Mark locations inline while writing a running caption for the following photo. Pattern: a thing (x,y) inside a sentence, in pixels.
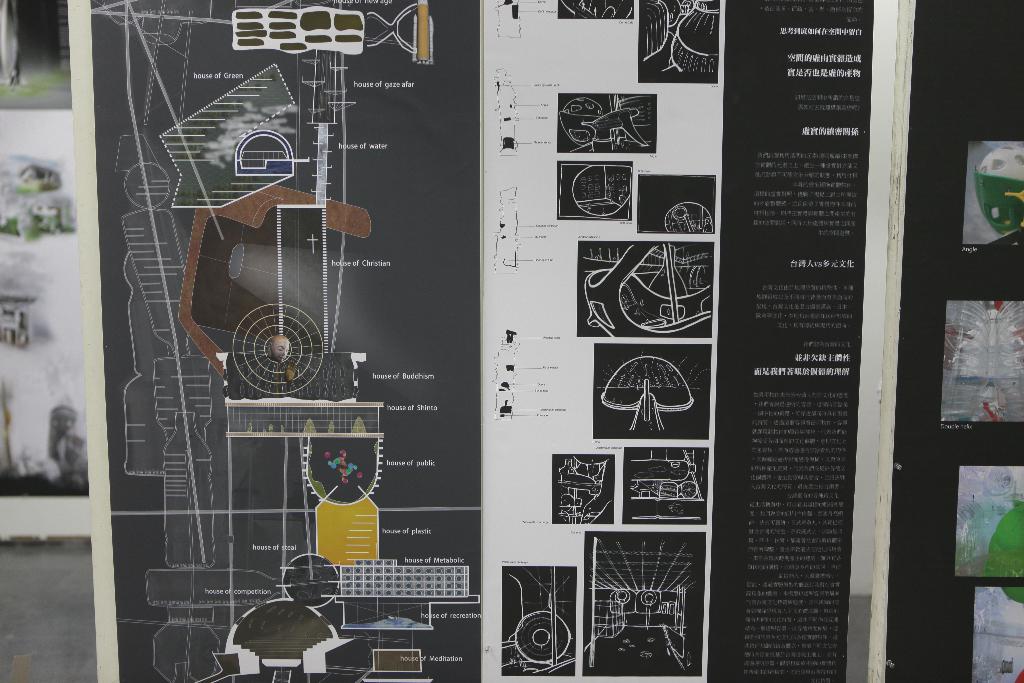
In this image we can see a banner (499,417) with text (419,657) and images (180,553).
